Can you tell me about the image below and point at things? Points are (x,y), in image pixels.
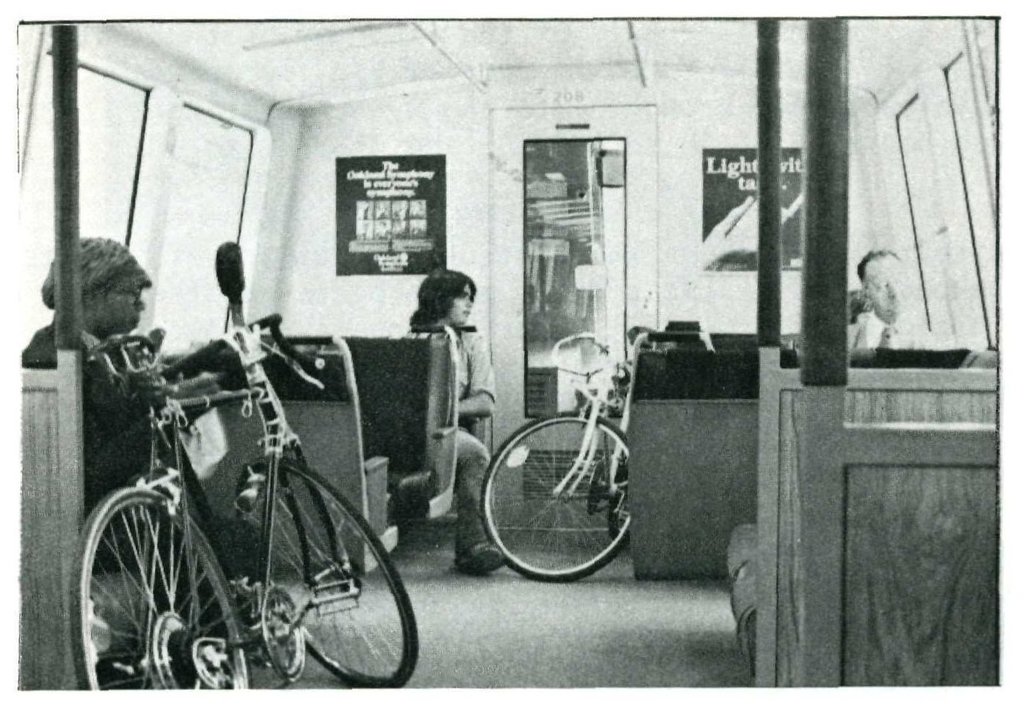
This image is taken from inside the vehicle (491,221). In this image there are a few people (429,327) sitting in their seats (658,380), there are two bicycles (314,583), posters (387,178) are attached to the wall (666,175) of the vehicle (662,211), there is a glass door (596,271) and windows (113,177).
